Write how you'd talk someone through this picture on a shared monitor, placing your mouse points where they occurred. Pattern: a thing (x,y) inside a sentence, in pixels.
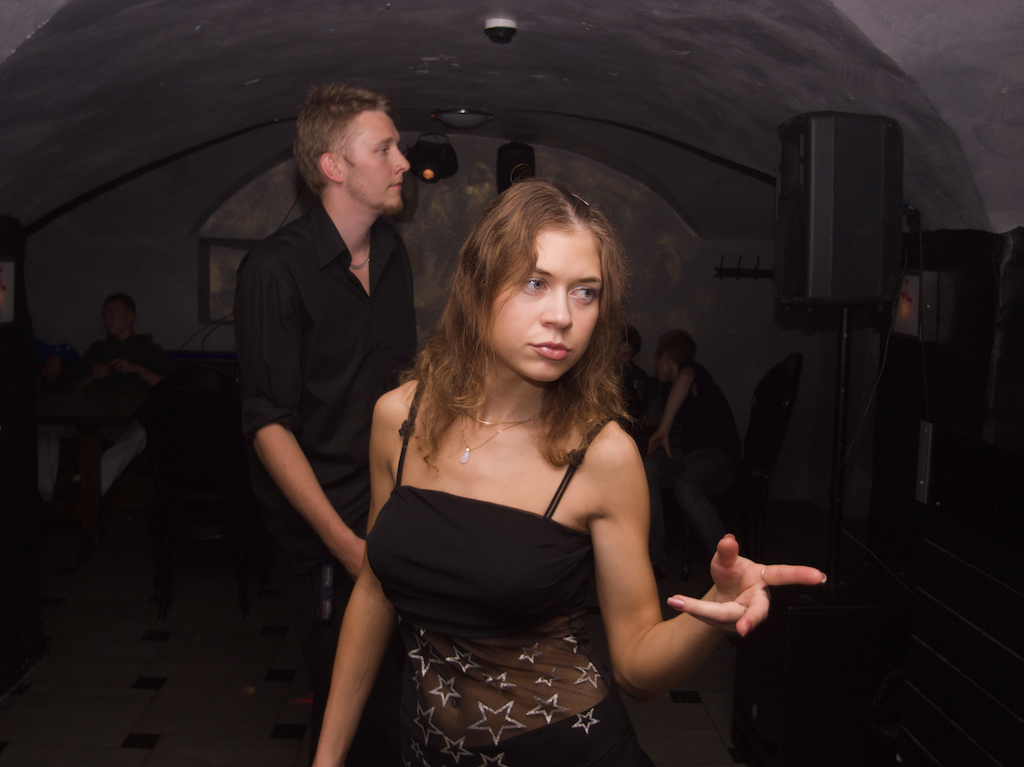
Front this woman (445,484) is pointing towards the right side of the image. Background (19,147) we can see people (321,229), light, wall (408,202), speaker (894,242) and things (508,29).
